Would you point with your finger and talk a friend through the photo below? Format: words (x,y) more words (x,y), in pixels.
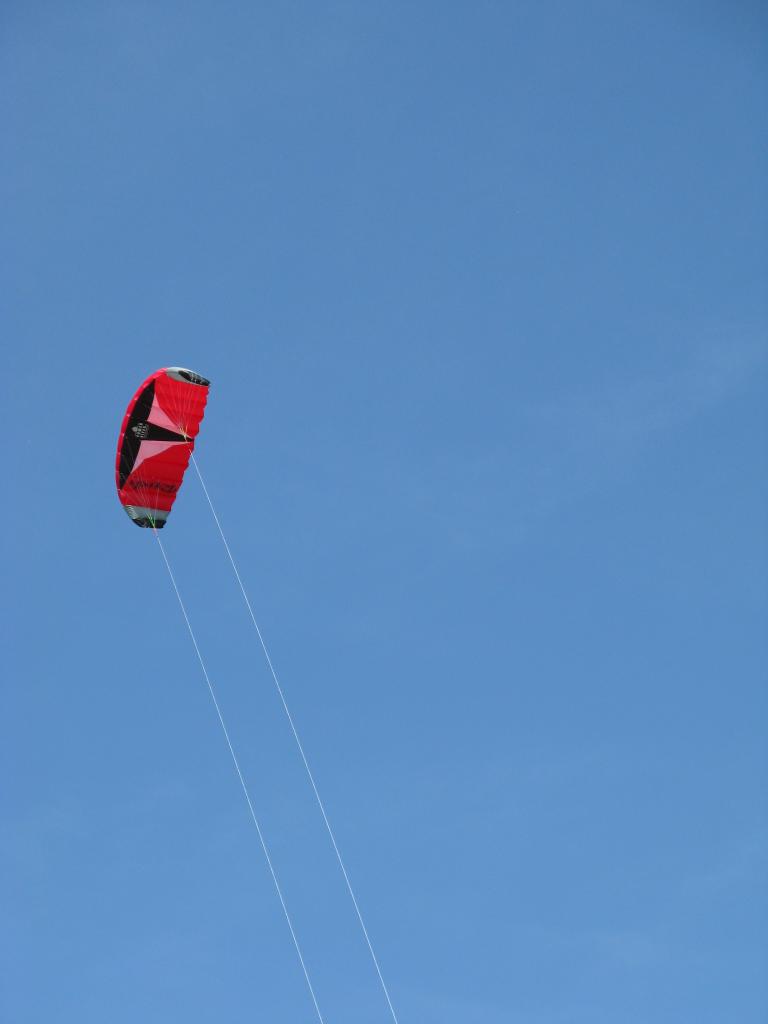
There is a parachute (180,422) having two threads (206,489) in the air (128,376). In the background (146,335), there is blue sky (390,780).
